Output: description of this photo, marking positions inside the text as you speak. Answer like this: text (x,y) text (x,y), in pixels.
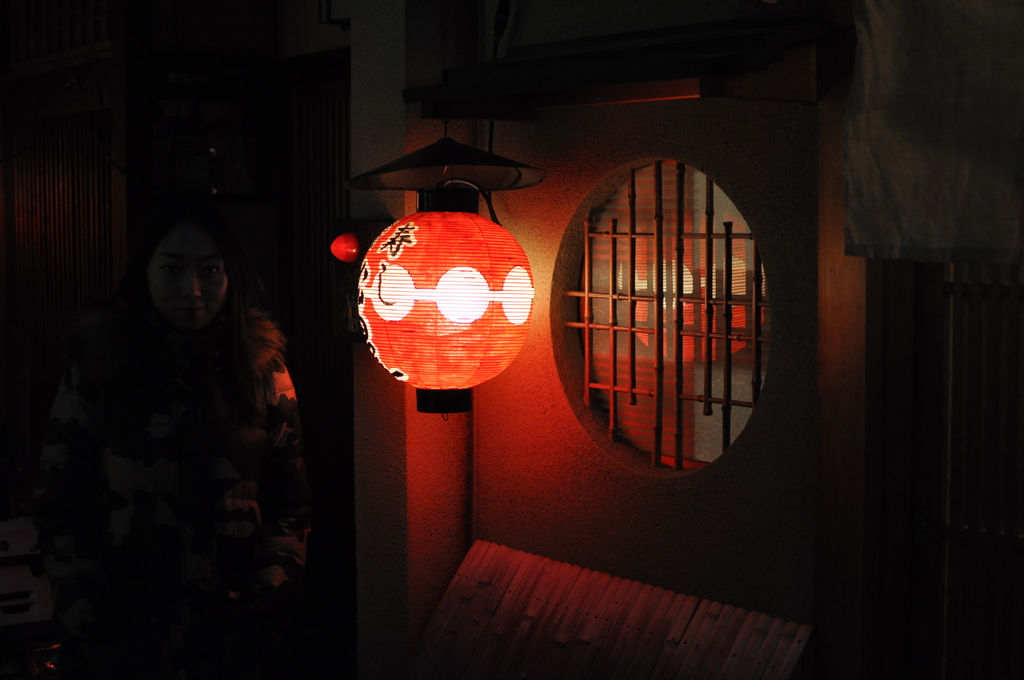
This image consists of a light (453,367). On the right (685,349), we can see a window (724,373). On the left (215,451), there is a woman (192,481). And the background (138,11) is dark.
